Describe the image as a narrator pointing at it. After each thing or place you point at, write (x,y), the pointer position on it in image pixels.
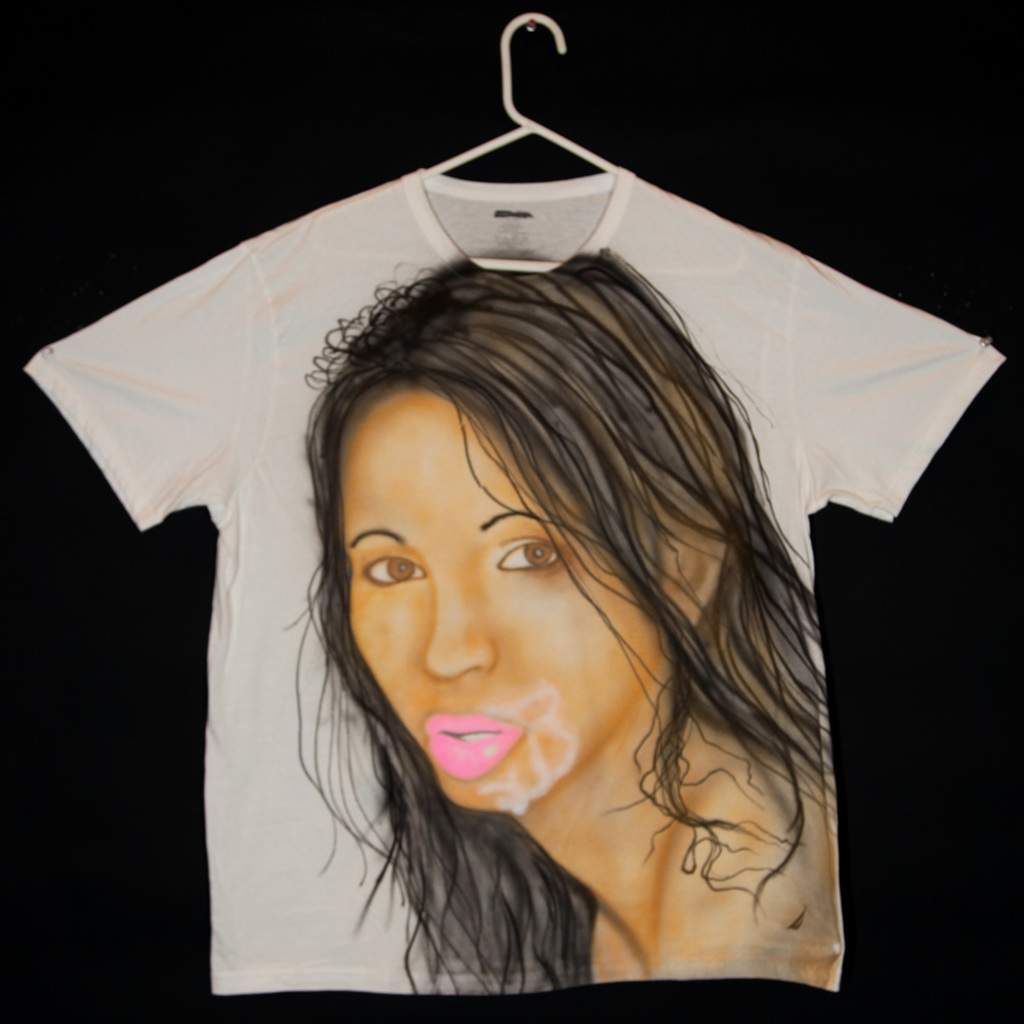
In this image we can see a T-shirt (417,404) with an image of a lady (484,873) on it. The background of the image (140,250) is black in color.
